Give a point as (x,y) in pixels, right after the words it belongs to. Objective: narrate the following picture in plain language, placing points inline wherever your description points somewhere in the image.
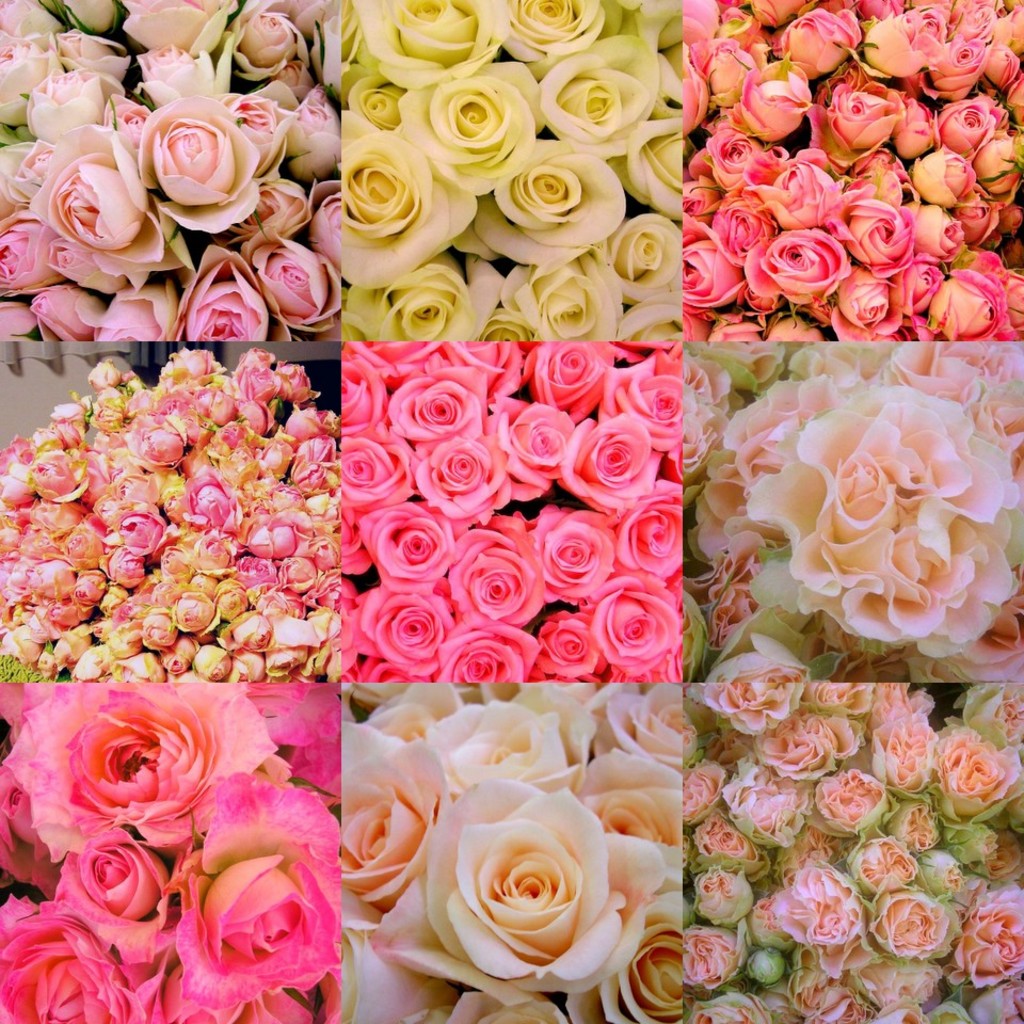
In this image it is collage of nine images in which there are different roses (464,536) of different colours.
